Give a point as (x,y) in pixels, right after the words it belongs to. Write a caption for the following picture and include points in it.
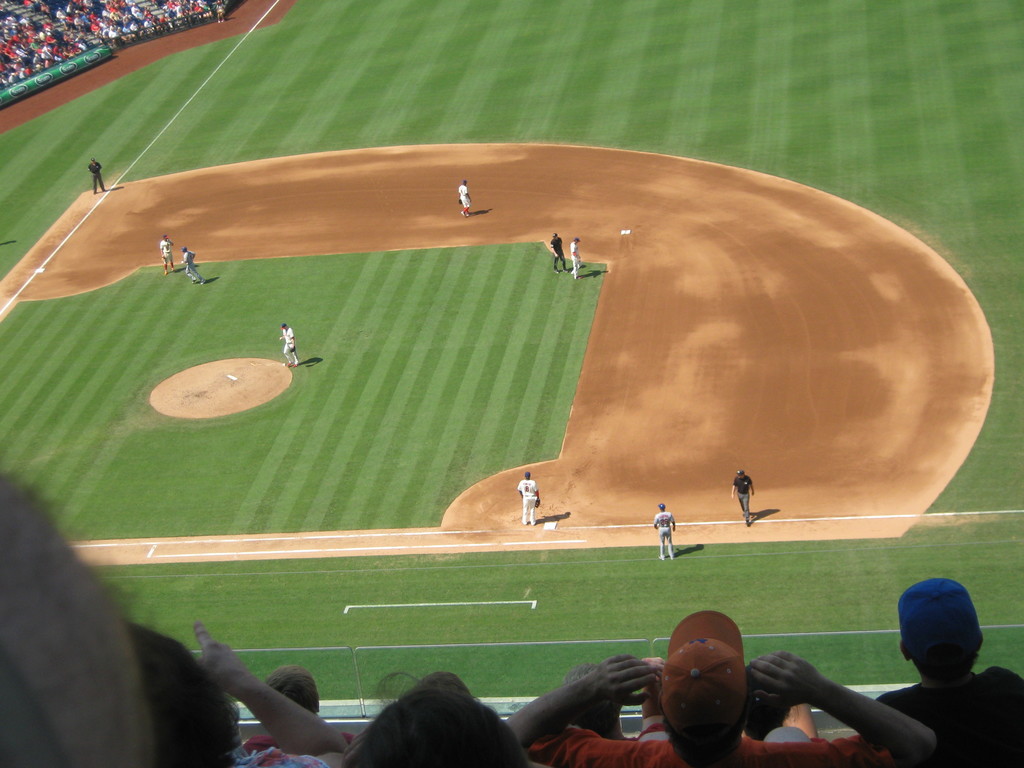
In this picture we can see baseball pitch (592,234). On the bottom (537,519) there is a player (524,492) who is wearing white dress (524,507). On the right (750,516) there are two persons (745,503) standing on the land (682,483) and on the left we can see umpire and players (189,265). On the top left corner (98,29) we can see audience (110,23) was sitting on the stadium (36,17). On the bottom (645,671) we can see group of persons (311,704) watching the game.
